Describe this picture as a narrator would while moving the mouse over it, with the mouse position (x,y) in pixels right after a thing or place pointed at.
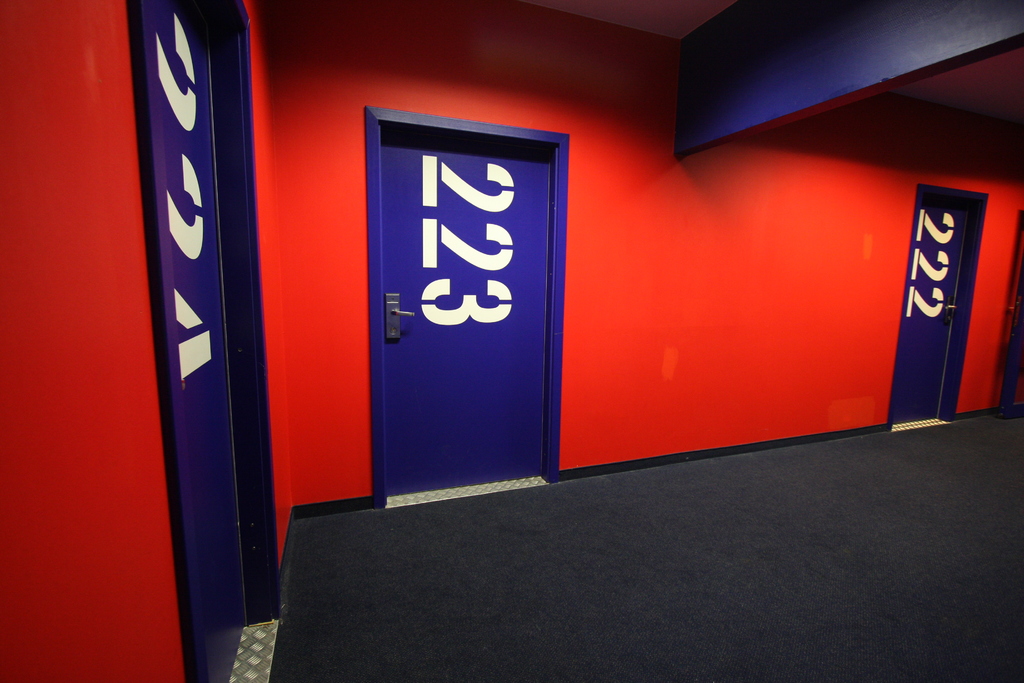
In this picture I can see there are three doors (403,356), they are in blue color and there are few numbers (457,317) on the door (457,317) and there is a red color wall (683,214).
